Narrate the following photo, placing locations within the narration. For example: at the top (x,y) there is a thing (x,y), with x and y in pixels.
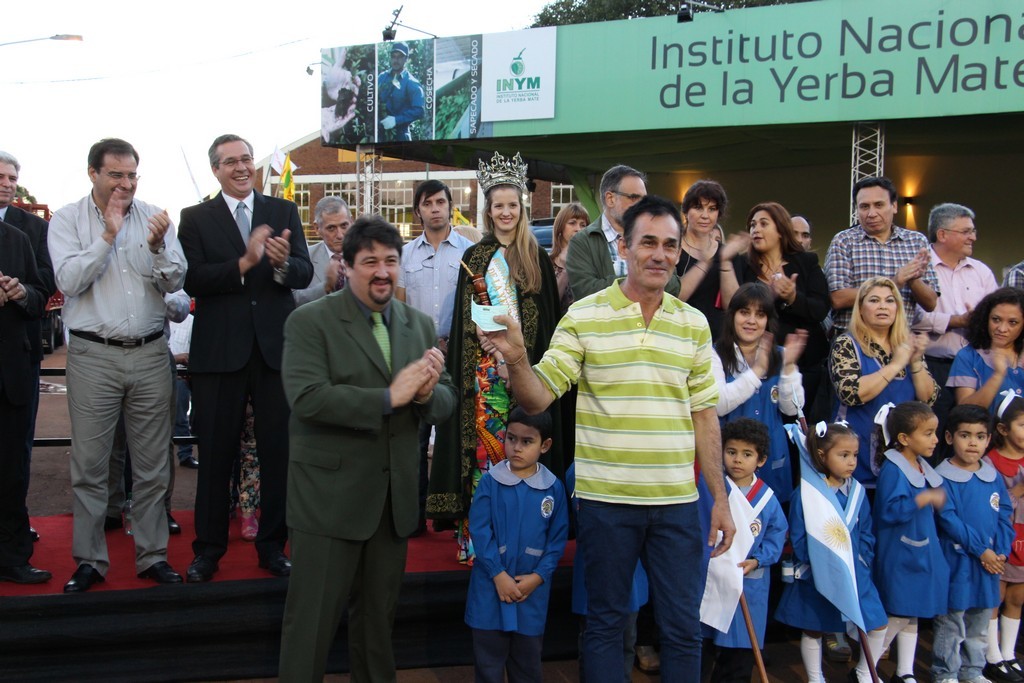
In this image there are a few people (196,383) standing and few are clapping their hands (416,362), behind them there are buildings (684,137), trees (664,10) and the sky (146,20).
